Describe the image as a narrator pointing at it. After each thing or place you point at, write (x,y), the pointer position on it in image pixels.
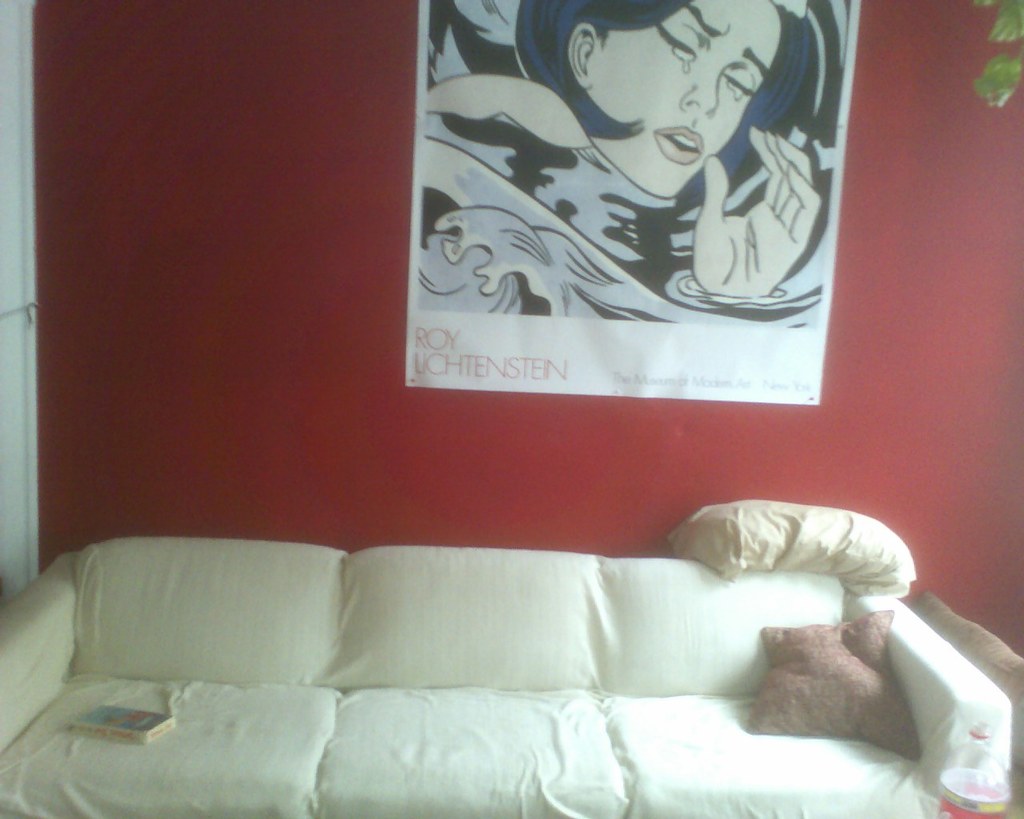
There is sofa (404,581) in the room (409,524). There is a book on the sofa (491,708). There is a pillow (787,694) on the sofa (752,657). There is a poster (635,363) on the wall (48,154).
